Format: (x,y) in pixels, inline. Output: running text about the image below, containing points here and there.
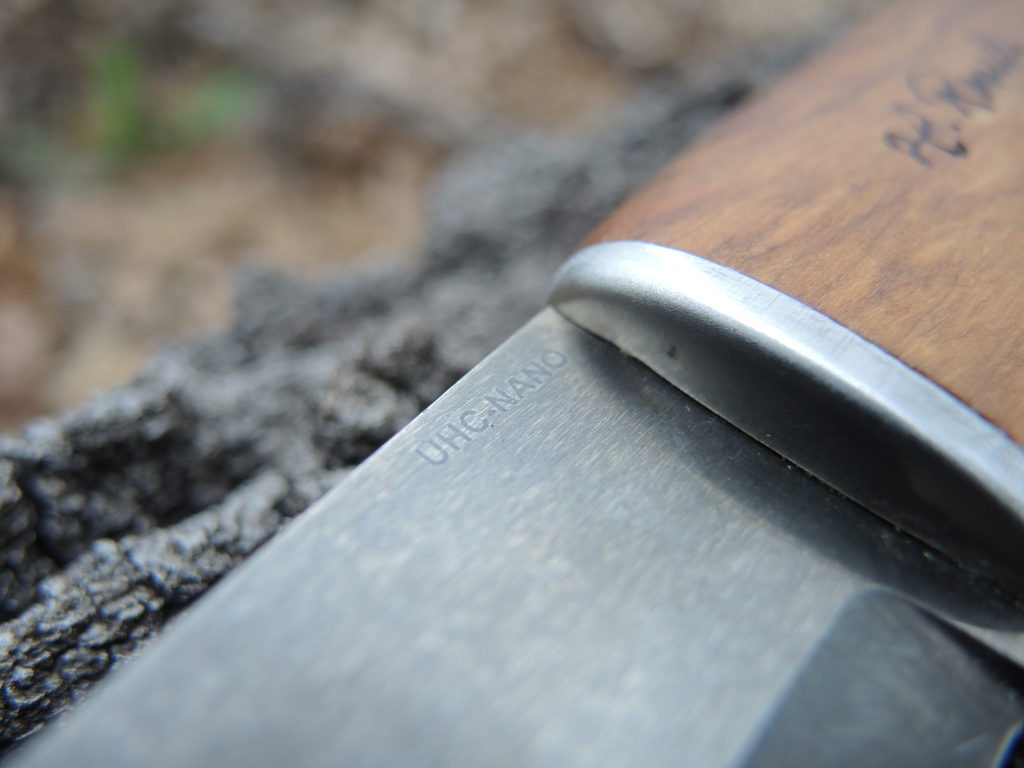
In the image there is a knife (589,375) on the rock (385,375).
